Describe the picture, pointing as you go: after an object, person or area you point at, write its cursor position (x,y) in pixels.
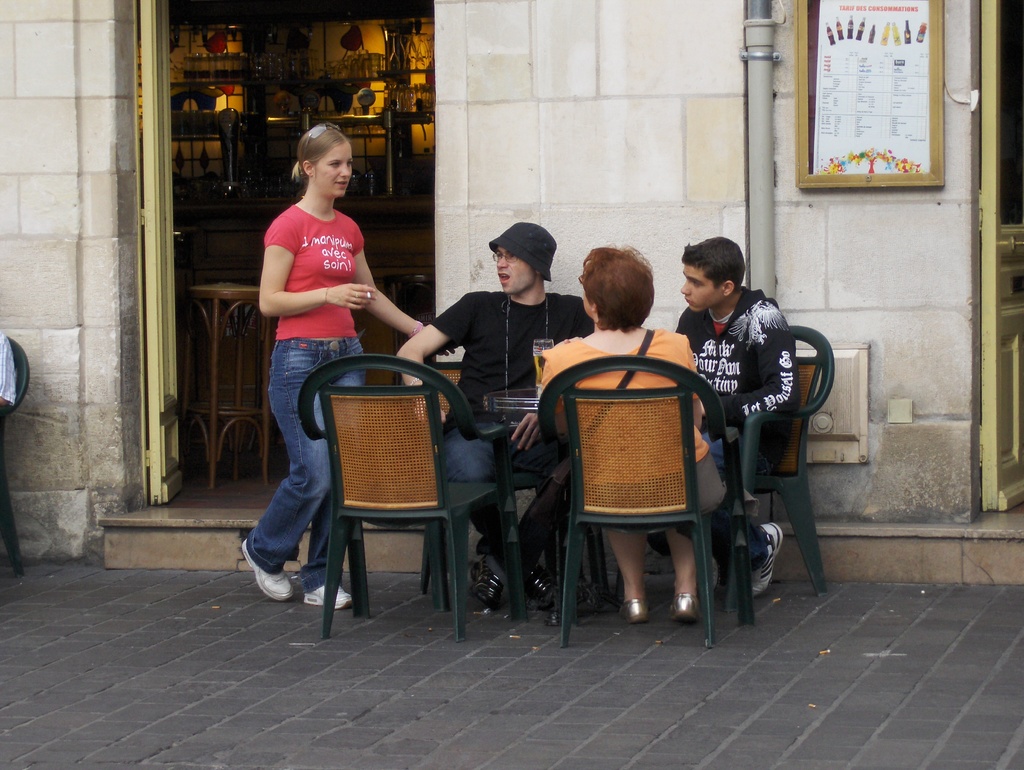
In this image three people (508,362) are sitting on the chairs (689,427) in the middle (508,450). On the left (340,325) there is a woman (293,505). In the background (497,189) there is a building (594,165), wall (606,159), photo frame (877,95) and door (159,246).
